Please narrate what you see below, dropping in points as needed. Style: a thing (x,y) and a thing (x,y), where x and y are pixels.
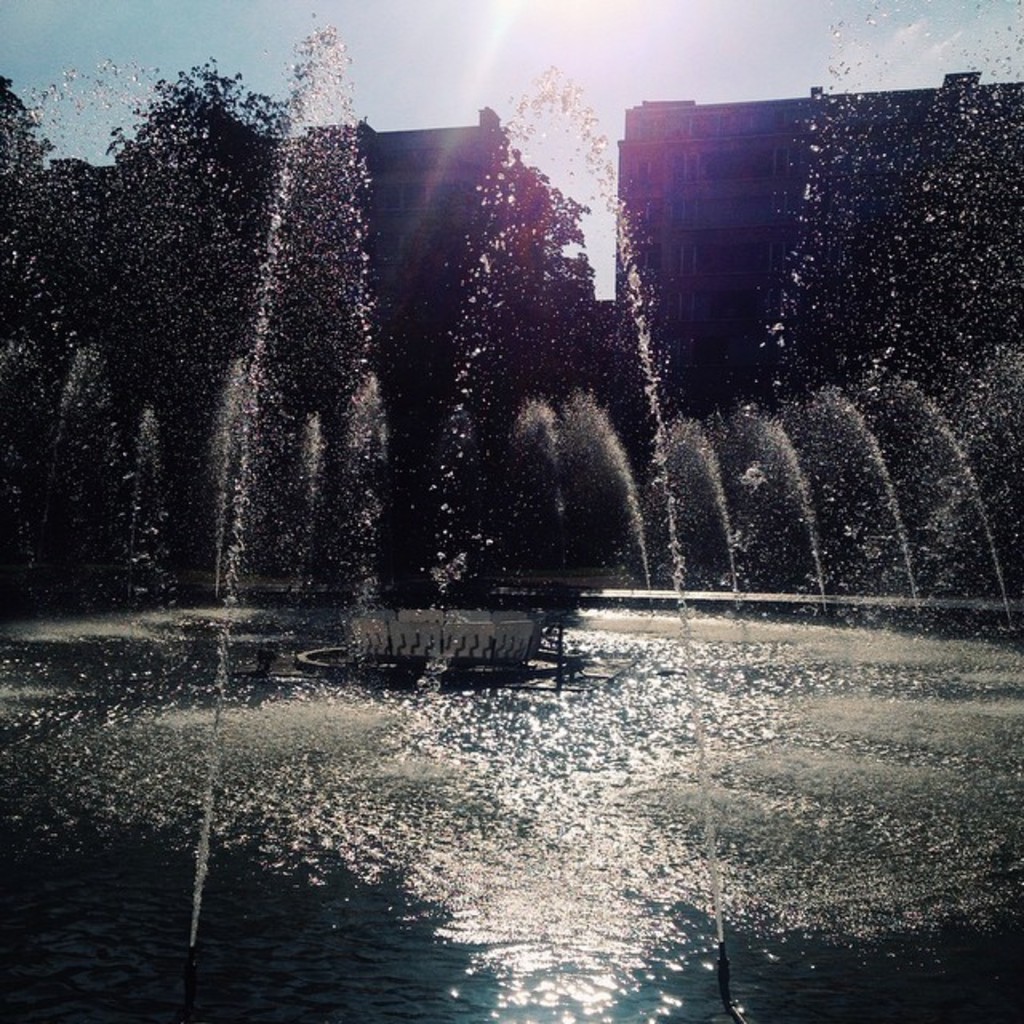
In this image there is the sky (487,41), there are buildings (655,145), there is a building (650,254) truncated towards the right of the image (864,122), there is a fountain (382,433), there is water (416,936) truncated towards the bottom of the image (443,802).
